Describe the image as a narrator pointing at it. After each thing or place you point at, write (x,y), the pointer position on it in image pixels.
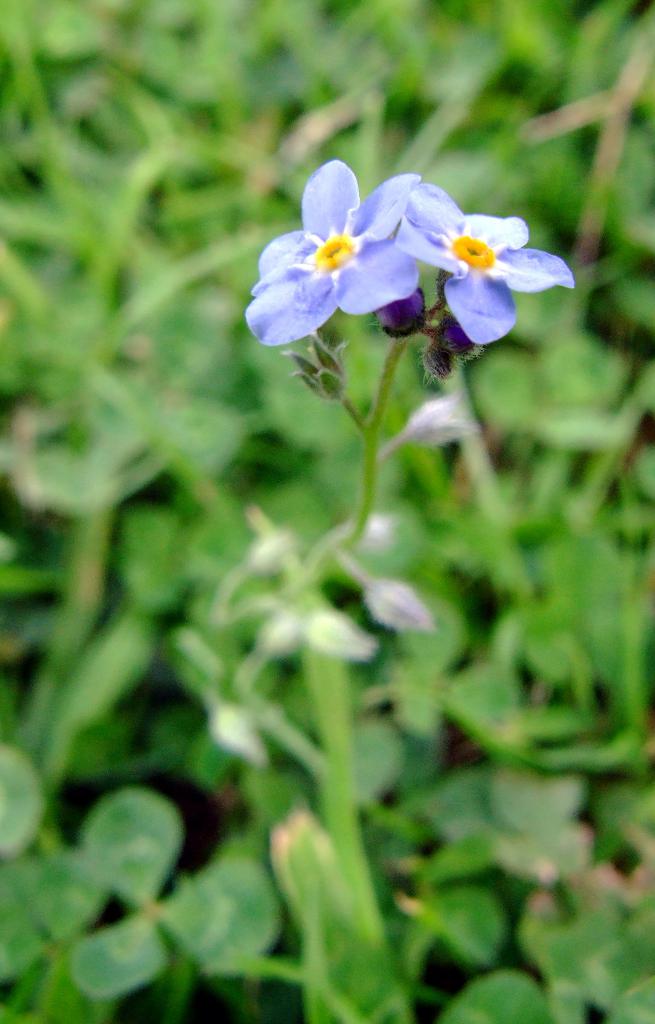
In the center of the picture (325,351) there are flowers (393,296) and a stem (375,433). The background (65,147) is blurred. In the background (576,48) there is greenery (375,836).
